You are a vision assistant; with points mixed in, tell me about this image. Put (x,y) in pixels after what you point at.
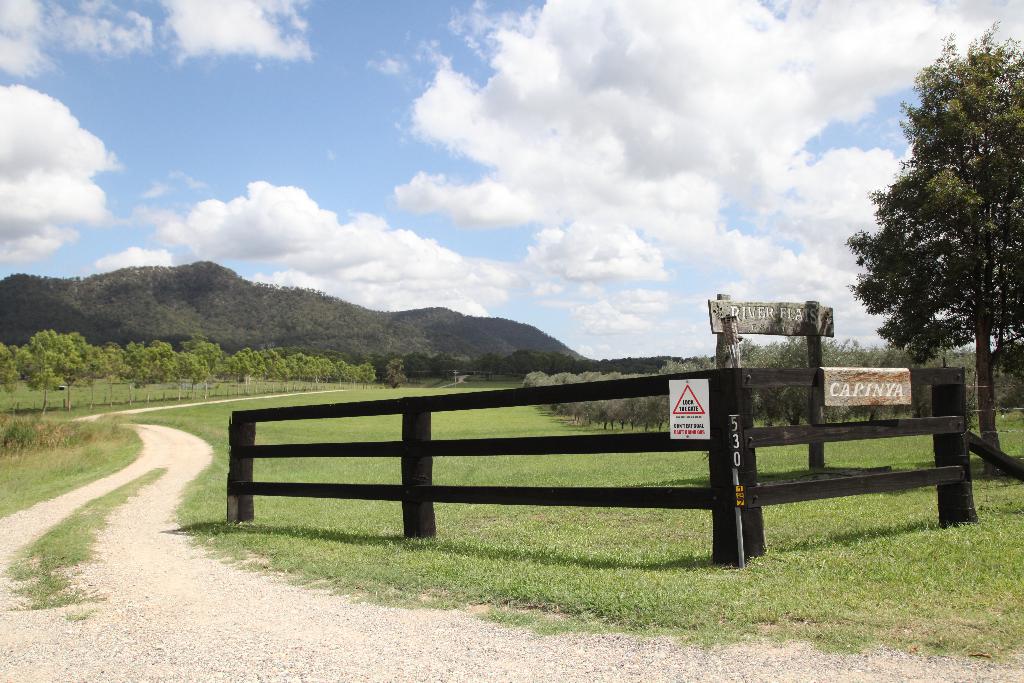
This is grass (610,553) and there is a fence (707,449). Here we can see boards (849,398), trees (827,408), and a mountain (120,304). In the background (365,268) there is sky (529,205) with heavy clouds (443,206).
